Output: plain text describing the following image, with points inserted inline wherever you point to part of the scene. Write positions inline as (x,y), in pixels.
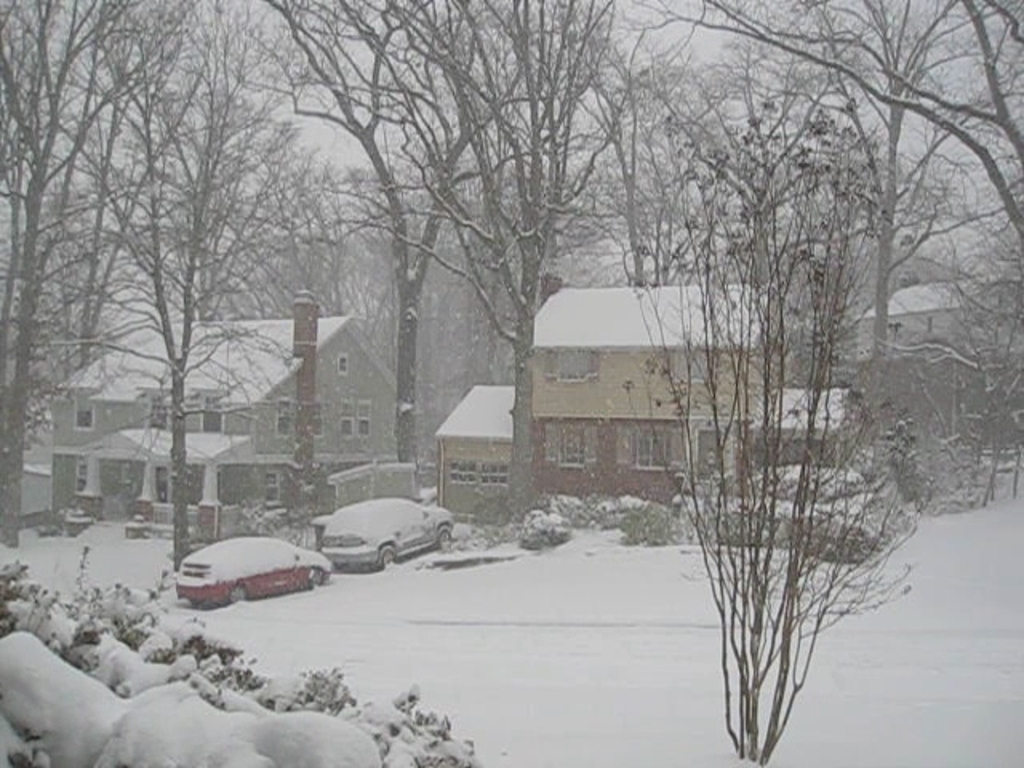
In this image we can see trees (404,227), buildings (600,337), bushes (156,630), plants (238,733) and motor vehicles (249,564) covered with snow (913,511). In the background (177,179) there is sky (792,133).
